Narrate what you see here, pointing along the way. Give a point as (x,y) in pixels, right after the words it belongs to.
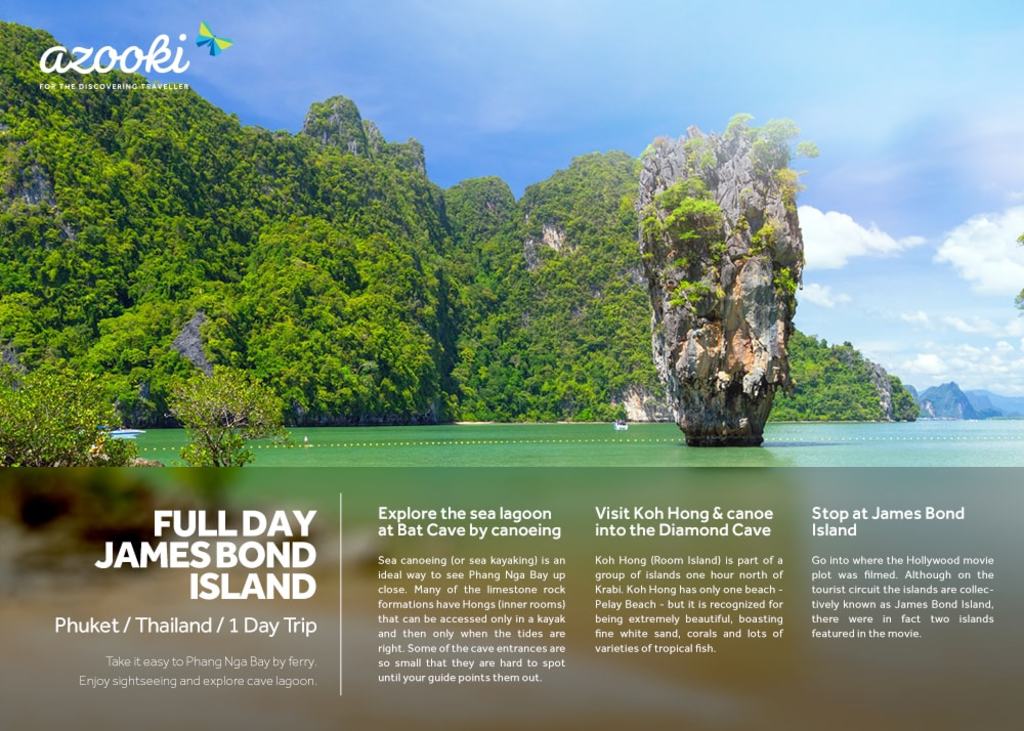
In this image I can see pamphlet (707,423). In the pamphlet (277,530) I can see the water (497,441) and many trees (360,358). I can see the rock (699,328) in the water (945,426). In the background (514,108) I can see the clouds (821,294) and the sky (555,143). I can also see the text (528,582) in the pamphlet (591,619).
